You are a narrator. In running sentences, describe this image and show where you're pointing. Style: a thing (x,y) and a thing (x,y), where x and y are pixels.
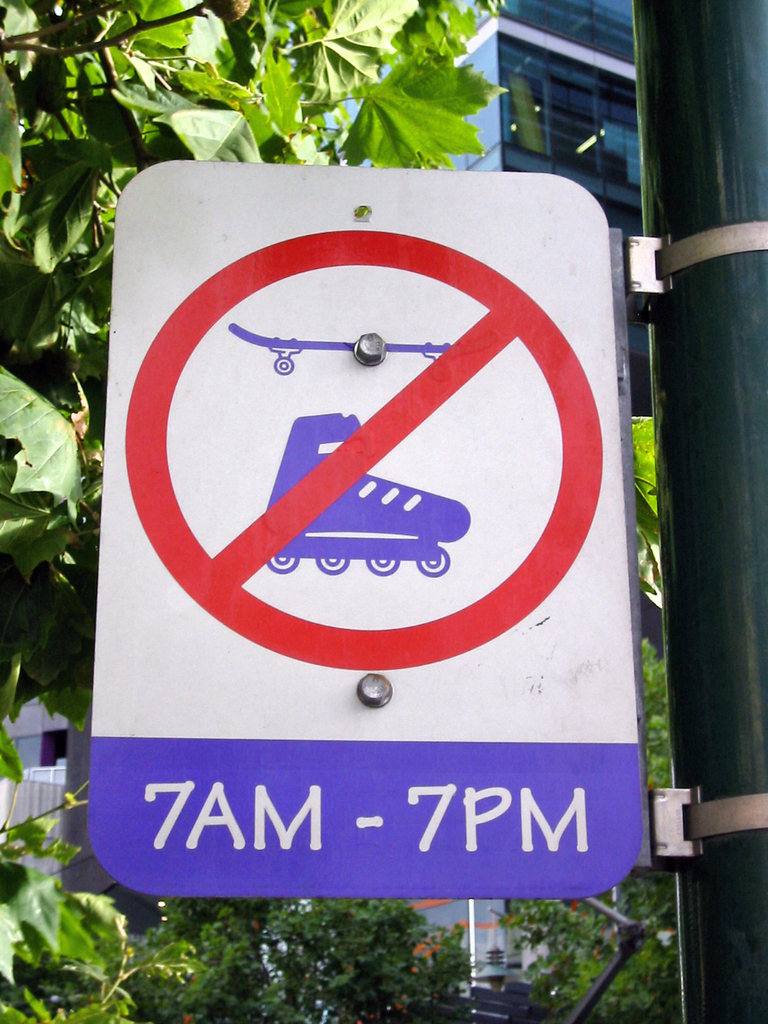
In this image I see a pole (729,17) on which there is a sign board (389,494) and I see 2 numbers (178,808) and 4 alphabets (479,799) and in the background (46,685) I see the leaves (418,28) on the stems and I see a building (514,165) over here.
